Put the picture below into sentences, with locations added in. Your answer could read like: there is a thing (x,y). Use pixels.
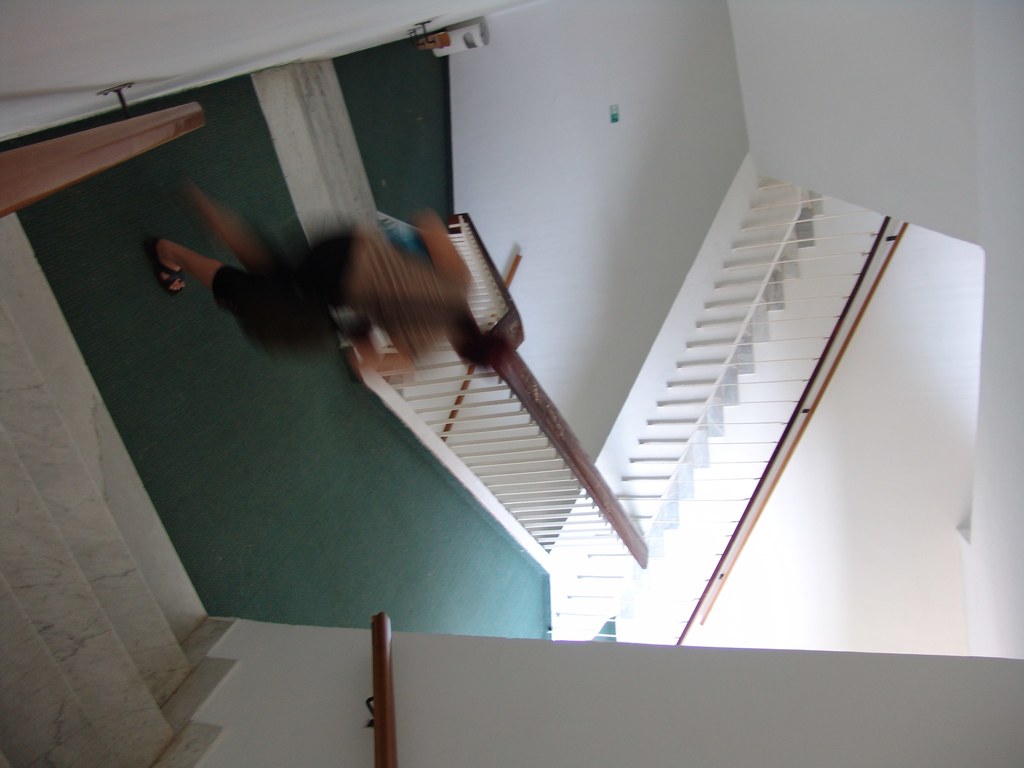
In this picture, it seems like a person (424,291) and stairs (373,198).
